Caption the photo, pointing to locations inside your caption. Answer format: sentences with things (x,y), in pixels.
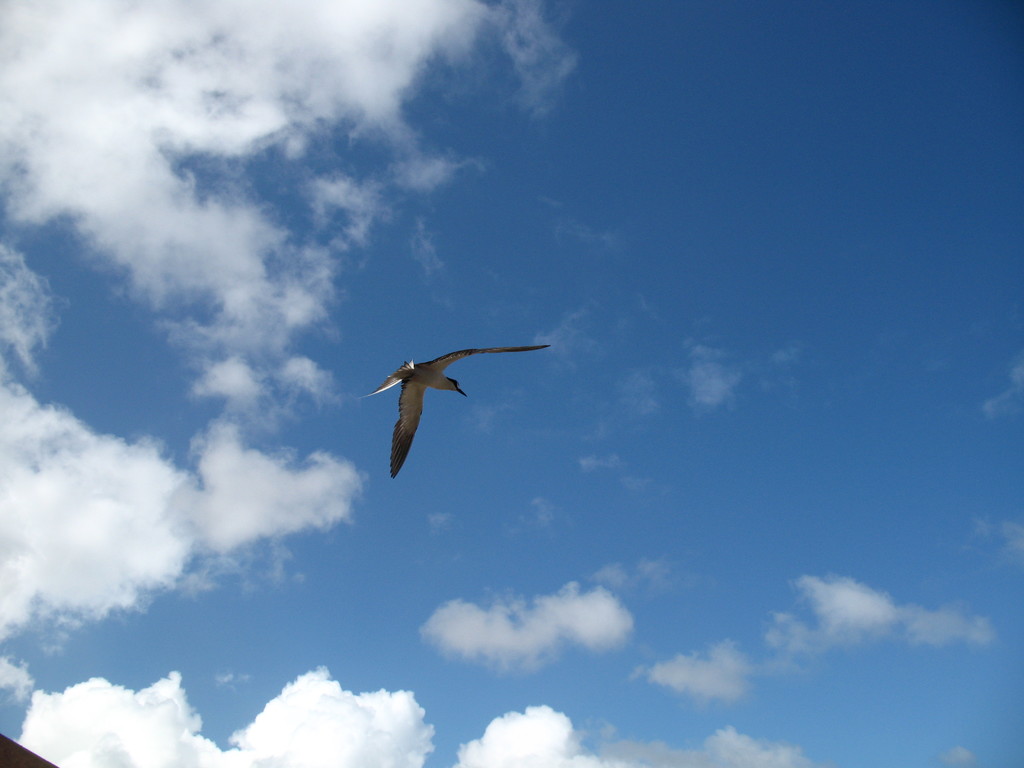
In this image I can see a bird (416,407) flying in the air (427,413). In the background (285,295) I can see the clouds (54,449) and the blue sky (634,423).
